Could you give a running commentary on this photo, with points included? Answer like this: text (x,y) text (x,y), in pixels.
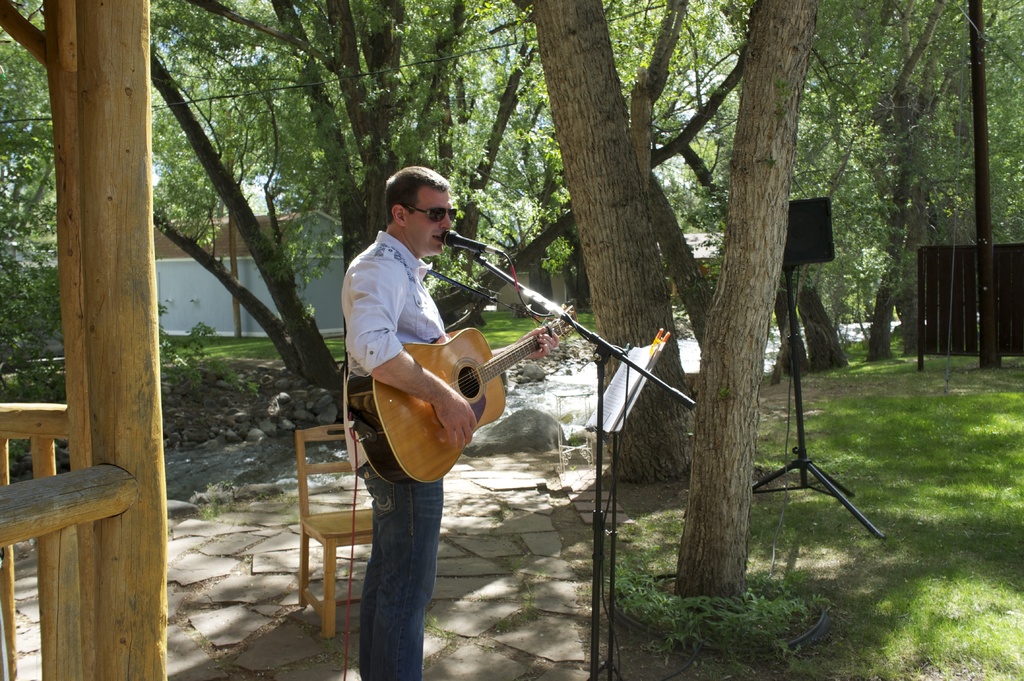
This picture is clicked outside the room. The man (404,633) in the middle of the picture (347,270) wearing white shirt (383,301) and blue jeans (394,562) is holding guitar (416,439) in his hands (539,341) and playing it and he is even singing on microphone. Beside him, we see a wooden chair (305,498). On the left corner of the picture (112,377), we see wooden railing (96,479). On the right corner of the picture (990,324), we see the pole (984,84). On the right bottom (941,638), we see grass (907,585). Behind him, we see many trees (418,101) and a building (178,285) which is white in color having brown roof (229,232) on it.
